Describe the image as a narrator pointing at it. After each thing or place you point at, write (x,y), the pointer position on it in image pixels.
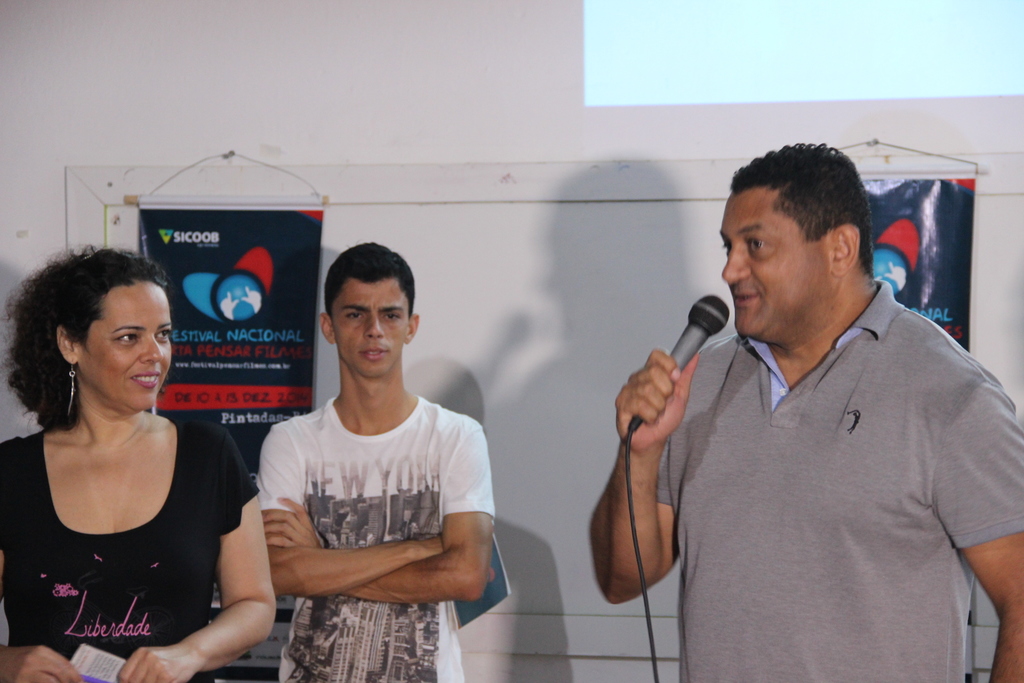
In this image, There are some persons (688,458) standing in front of the wall (520,519). This person (704,386) holding a mic (686,346). There is a banner (218,268) attached to the wall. This person (398,575) holding a book (493,588).
